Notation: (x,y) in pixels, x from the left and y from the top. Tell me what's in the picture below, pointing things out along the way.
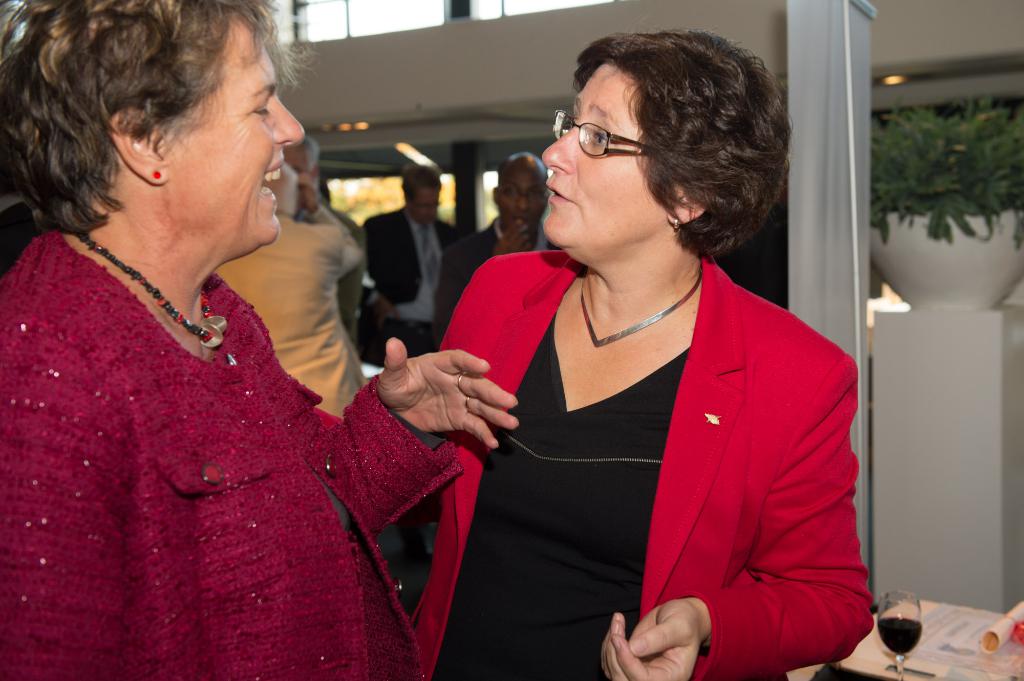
In this image we can see two ladies (166,182) standing and smiling. In the background (374,252) there are people (336,277) and there is a banner (850,267). At the bottom (1001,617) there is a table (910,656) and we can see a wine glass (912,636) and papers (943,642) placed on the table (908,667). There is a houseplant (959,273).
